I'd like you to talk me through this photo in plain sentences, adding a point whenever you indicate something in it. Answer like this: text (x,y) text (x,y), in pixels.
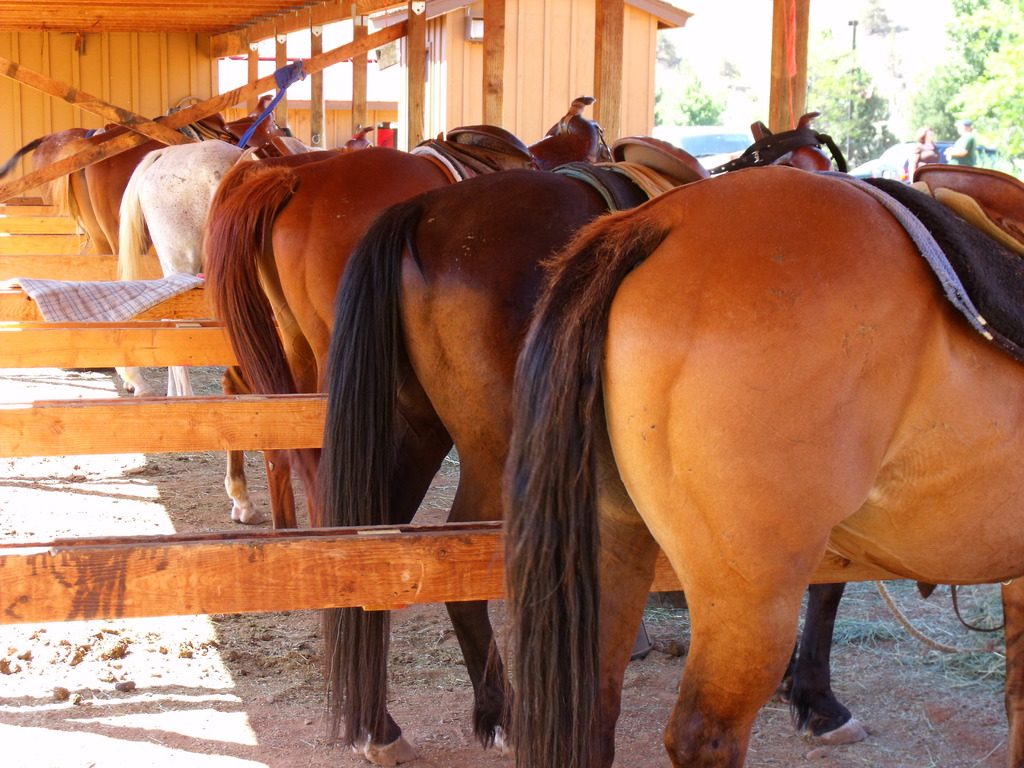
In this picture I can see horses (657,377) and on the horses (842,192) I can see some objects (907,199). In the background (357,77) I can see a wall (117,61) and wooden objects (258,430). On the right side (930,113) I can see trees (961,78) and people (969,161).
